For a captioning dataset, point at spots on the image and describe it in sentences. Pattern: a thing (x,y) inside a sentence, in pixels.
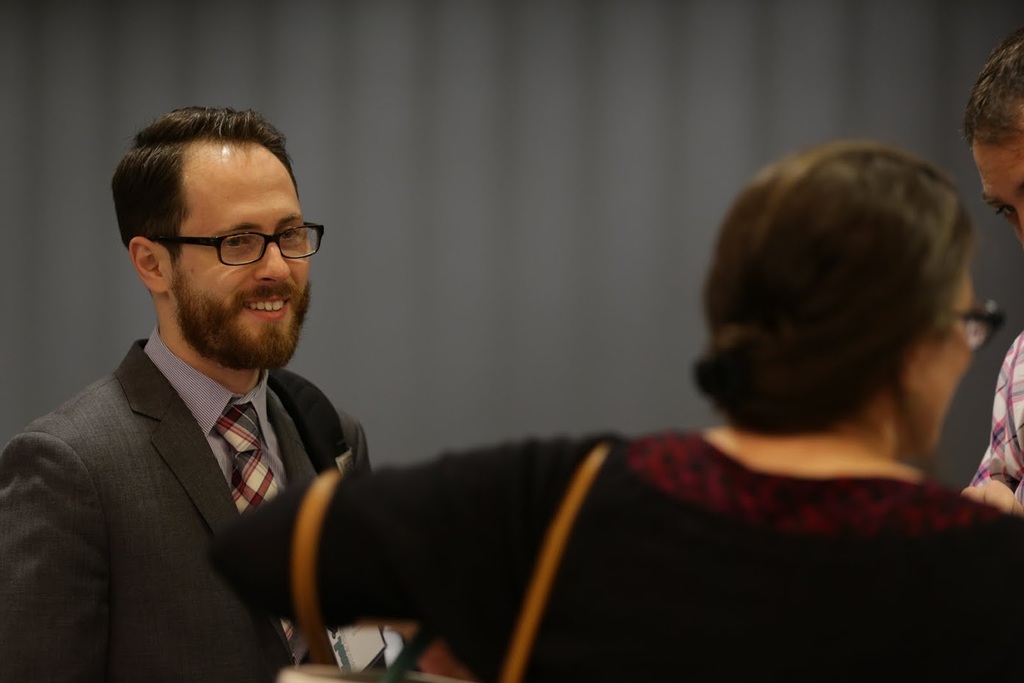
In the middle of the image (638,446) few people (962,653) are standing. Behind them there is a wall (808,35).
